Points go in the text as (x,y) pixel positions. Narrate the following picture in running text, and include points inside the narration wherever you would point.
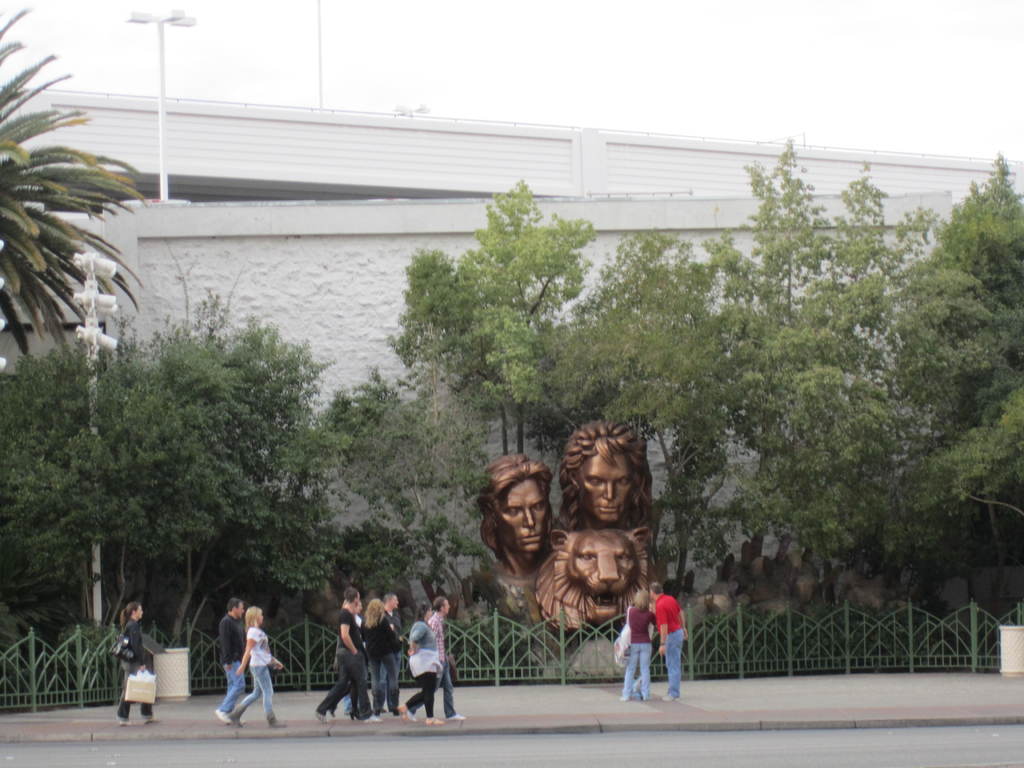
In this picture I can see group of people (368,687) standing, there is road (212,751), there are iron grilles (987,620), there are sculptures (515,534), trees (459,353), poles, lights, there is a wall (340,287), there is a fly over (369,163), and in the background (432,85) there is sky (651,30).
